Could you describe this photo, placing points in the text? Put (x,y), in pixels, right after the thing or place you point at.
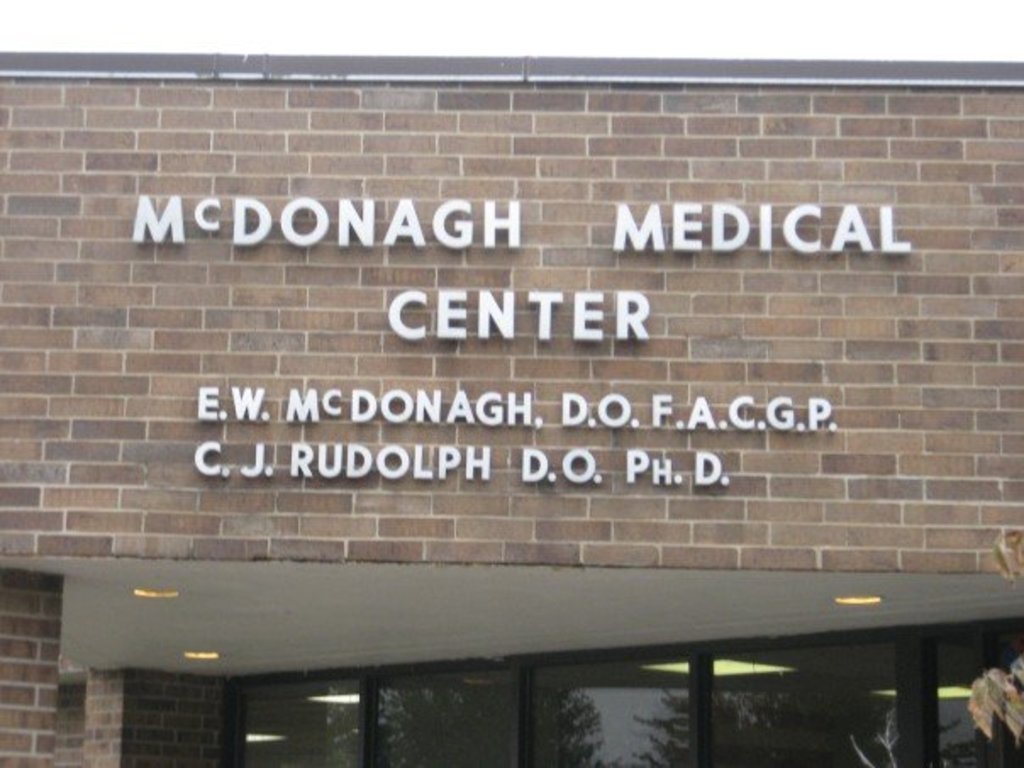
In the center of the image (536,295) we can see letters (762,244) on the building (117,417). At the bottom of the image (1019,704) we can see tree (1012,546) and door (1019,644). In the background (285,32) there is sky (587,34).
